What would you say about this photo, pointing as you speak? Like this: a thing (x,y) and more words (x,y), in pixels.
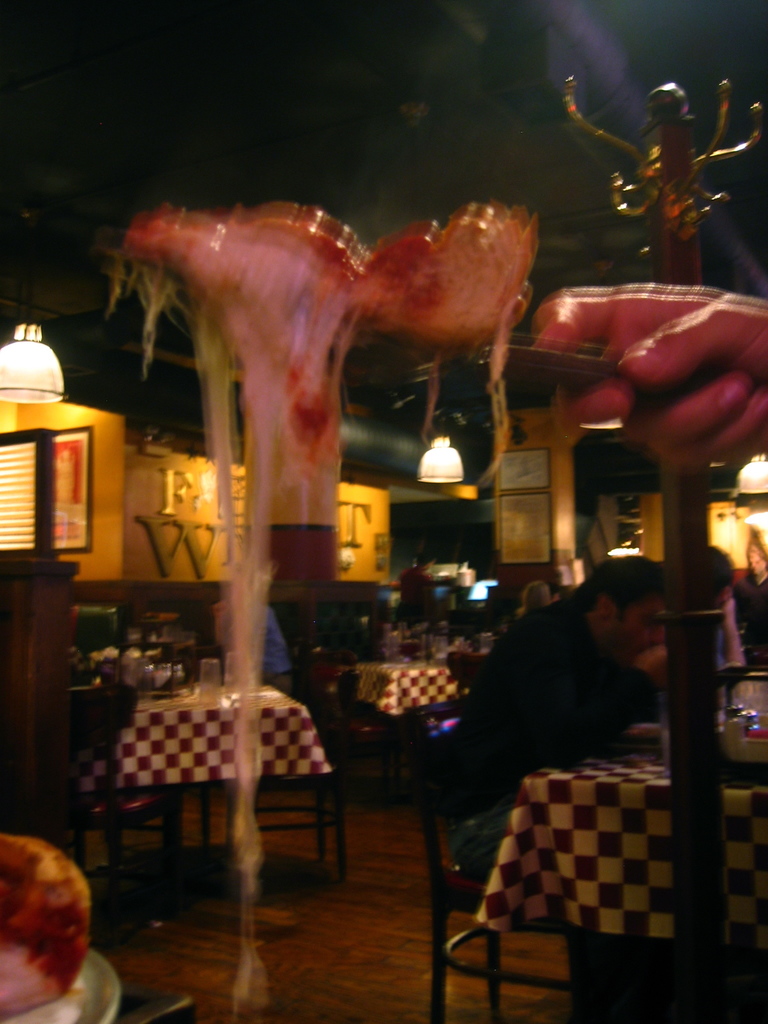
In this image we can see a person (540,319) holding serving plate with food (344,275) in it, persons (556,682) sitting on the chairs (451,721) and tables (188,698) are placed in front of them. On the tables (205,717) we can see cutlery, crockery (216,693) and serving plates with food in them. In the background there are electric lights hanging from the top.
